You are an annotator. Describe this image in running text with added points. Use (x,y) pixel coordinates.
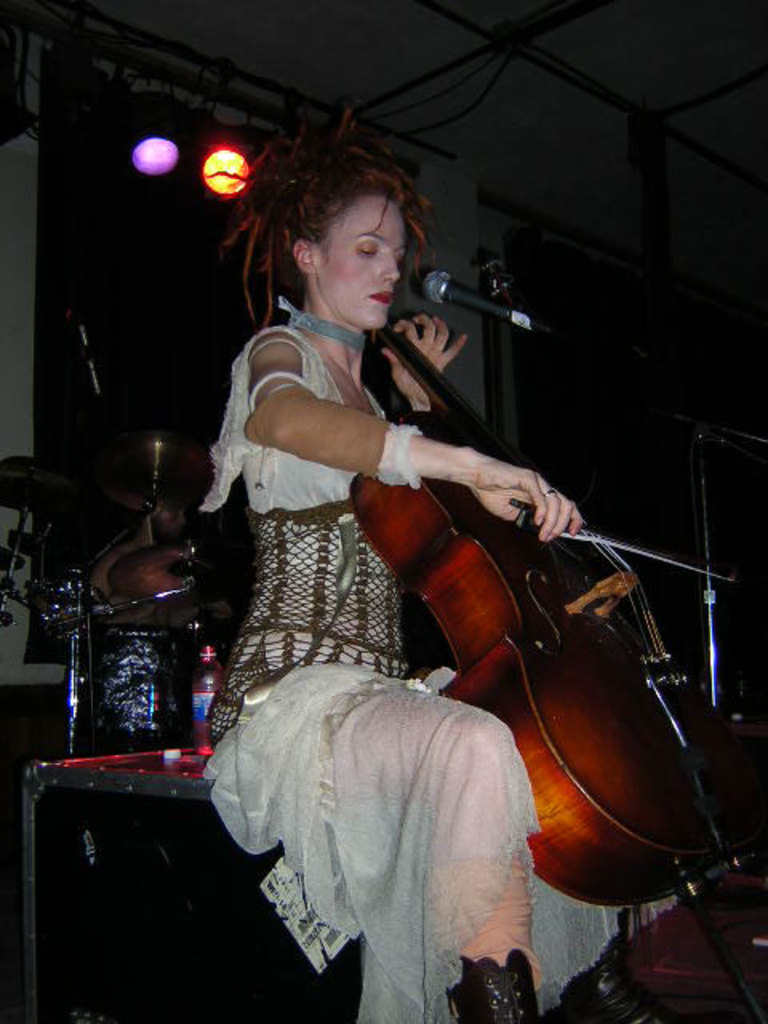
In this picture there is a woman (315,479) who is wearing white dress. She is playing a cello (658,846), beside her there is a mic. She is sitting on the box (272,989), beside the box (279,971) there is a drum kit (133,719). In the background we can see the window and wall (3,385). On the right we can see some objects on the table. At the top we can see the lights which are hanging from the roof (588,50).
